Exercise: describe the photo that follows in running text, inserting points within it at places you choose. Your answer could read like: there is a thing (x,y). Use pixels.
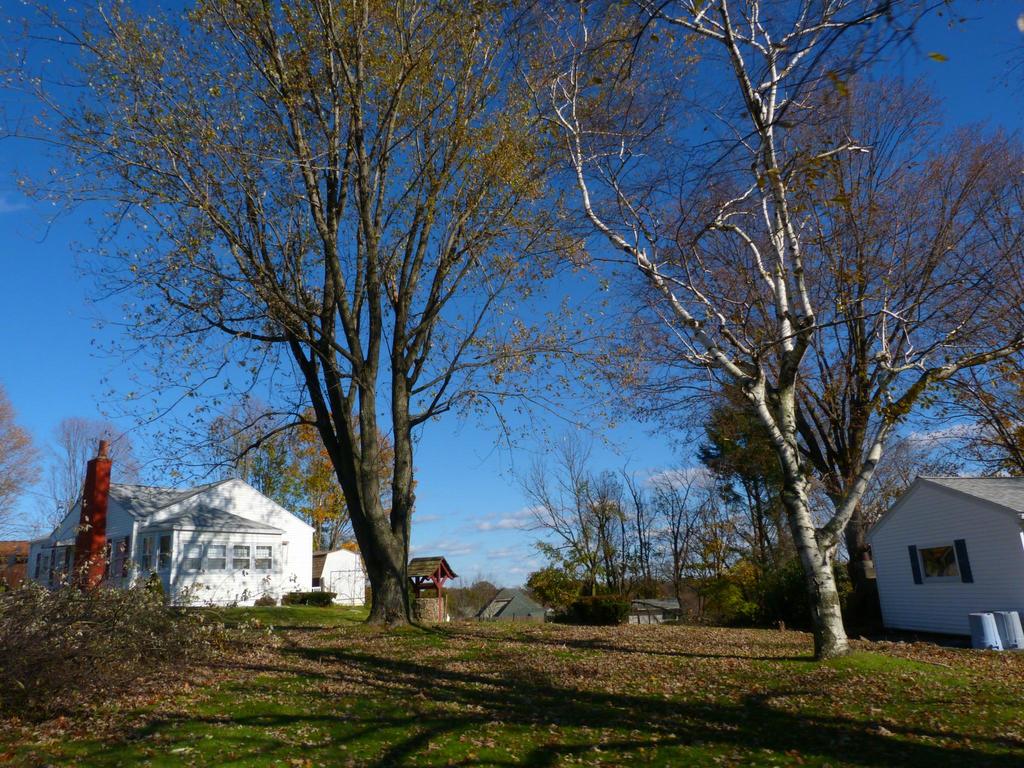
This image consists of many trees (496,232). At the bottom (397,691), there is green grass (336,682) on the ground (354,714). On the left (232,519) and right, we can see small houses (206,540) along with windows (220,546). At the top (74,210), there is sky (70,282) in blue color. On the left (48,669), there are small plants (72,682) on the ground (130,721).
